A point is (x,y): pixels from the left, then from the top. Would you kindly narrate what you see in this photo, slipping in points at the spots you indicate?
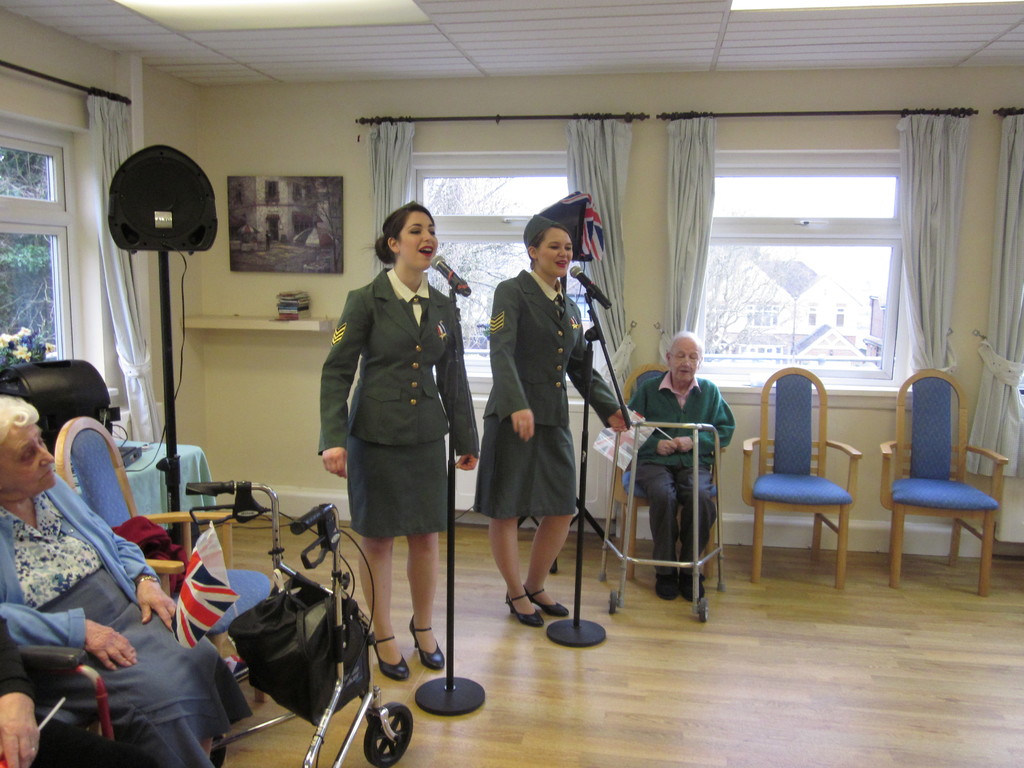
In the image we can see there are people (531,456) who are standing and other people (686,442) are sitting.
